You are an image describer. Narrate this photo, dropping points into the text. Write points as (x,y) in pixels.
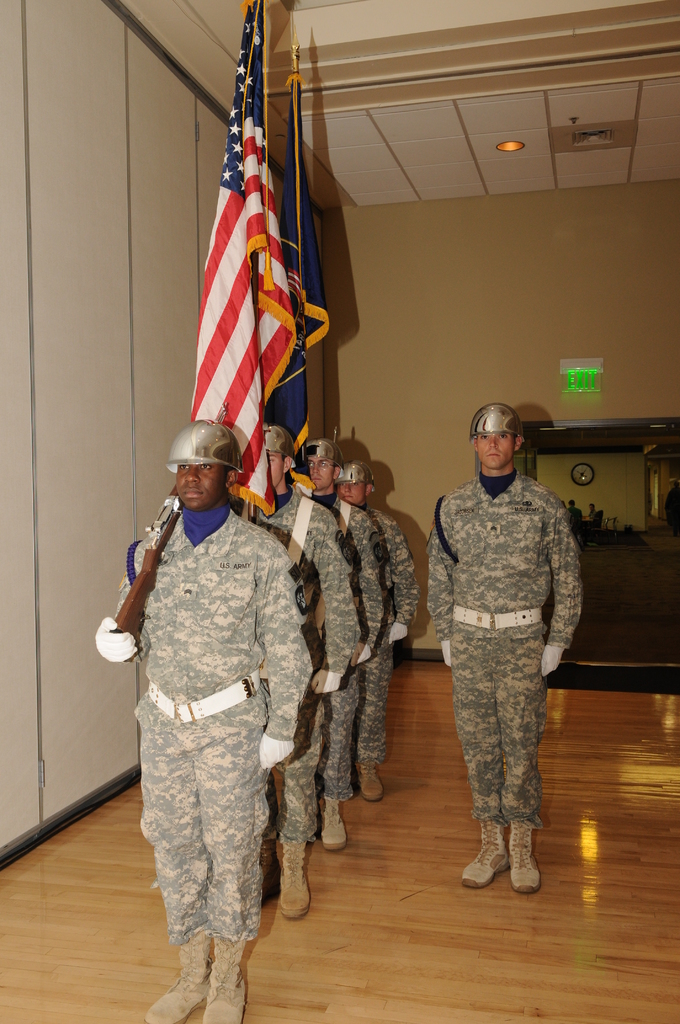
In this image we can see people (356,702) standing. They are wearing uniforms (507,520). The man (288,657) in the first is holding a rifle (167,534). In the background (253,326) there are flags (254,143), wall (370,323) and a door (596,424).
